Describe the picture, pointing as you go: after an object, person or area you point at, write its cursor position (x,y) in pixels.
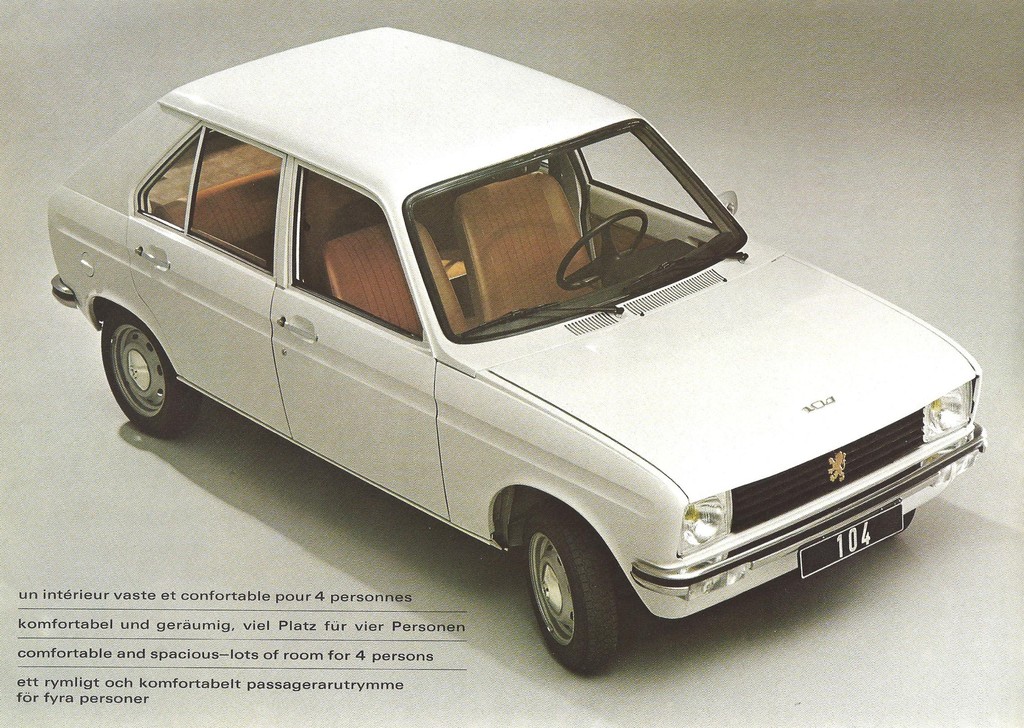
In this image we can see a car (547,403). A car (611,376) is in white color. There is some text (216,652) at the bottom of the image (214,652).
